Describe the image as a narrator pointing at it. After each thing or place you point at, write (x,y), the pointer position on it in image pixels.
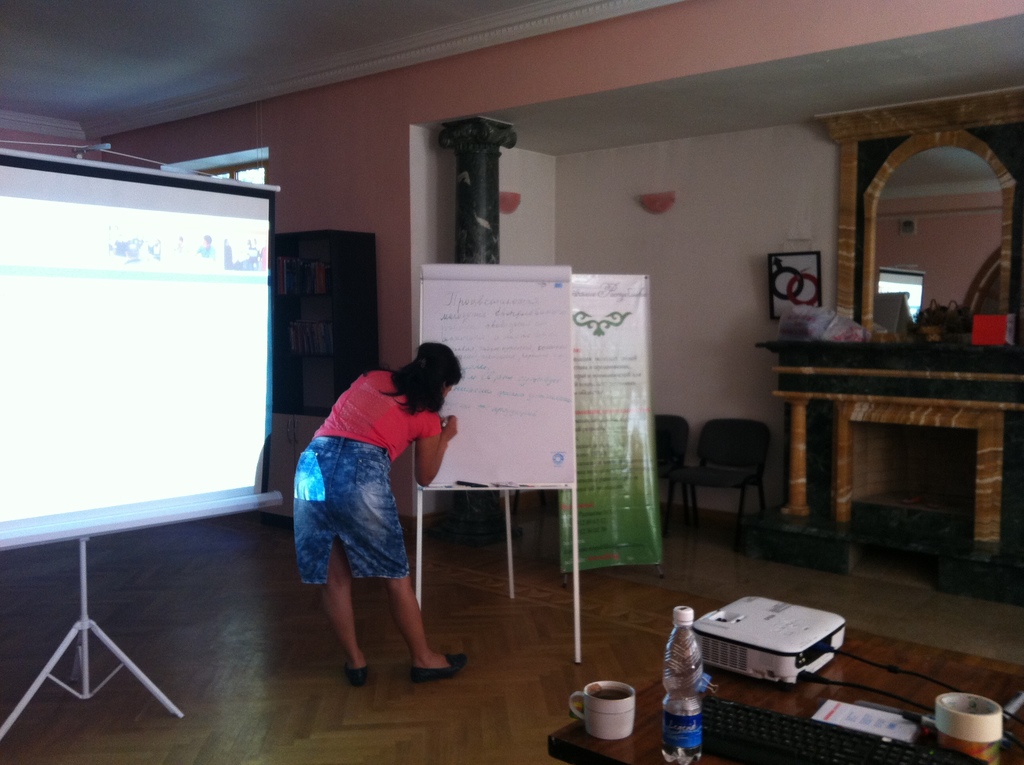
In this picture we can see a bottle (670,704), cup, keyboard (901,754), tape (943,717), device (766,617) and a paper (880,725) on a wooden table (816,695) on the right side (858,717). There is a projection screen (250,446) on the stand (127,655) on the left side (3,419). We can see a woman (364,455) writing on whiteboard (564,307). There are wooden objects (351,362) and a frame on the wall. We can see a banner (584,424) and chairs (763,470) on the floor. There is a mirror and a few things (858,324) are visible on the desk (973,416).
